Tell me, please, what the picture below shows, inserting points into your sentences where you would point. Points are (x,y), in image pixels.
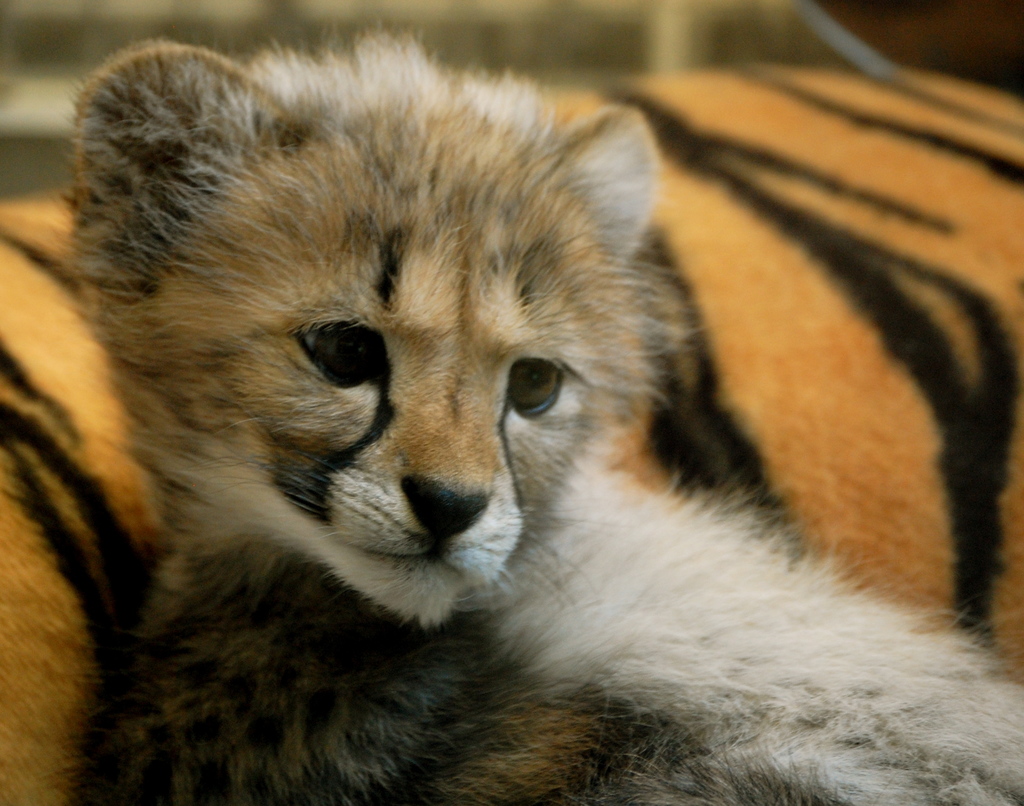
In this image we can see the animals (222,134) and blur background (730,36).
